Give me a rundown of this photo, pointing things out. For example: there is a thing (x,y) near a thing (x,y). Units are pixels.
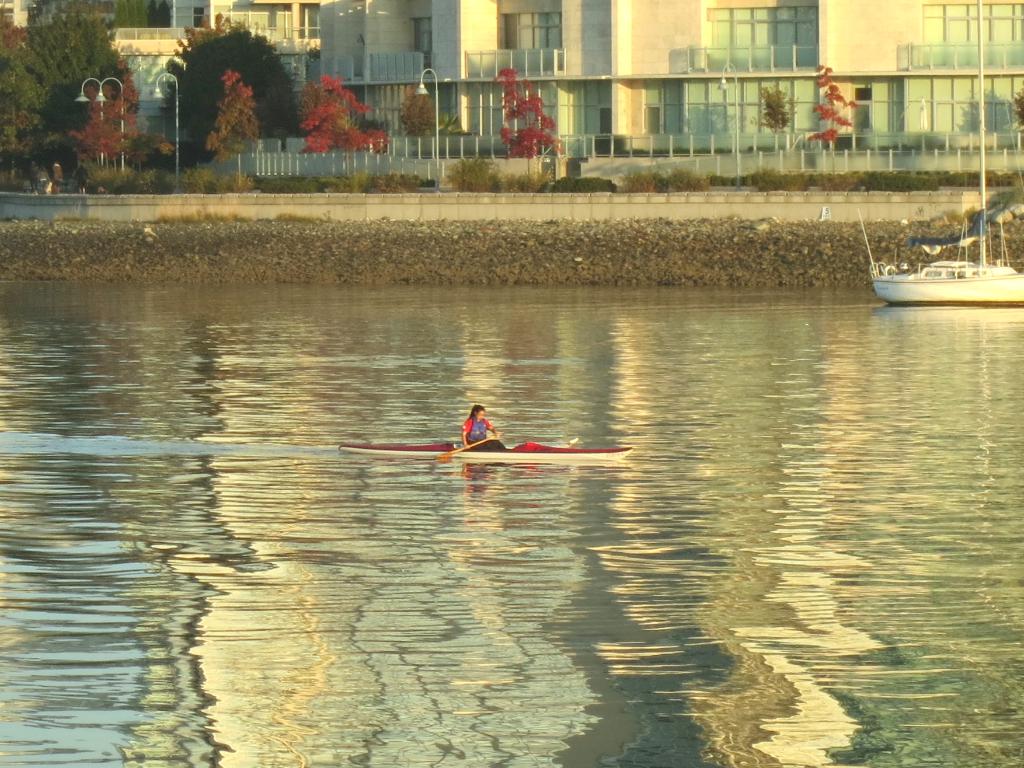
In this picture there is a person (488,432) sitting on a boat (561,456) and holding a paddle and we can see boats (595,454) above the water (724,460), wall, pole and grass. In the background of the image (191,167) we can see light poles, plants (138,176), trees (112,123), railings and buildings (583,83).
